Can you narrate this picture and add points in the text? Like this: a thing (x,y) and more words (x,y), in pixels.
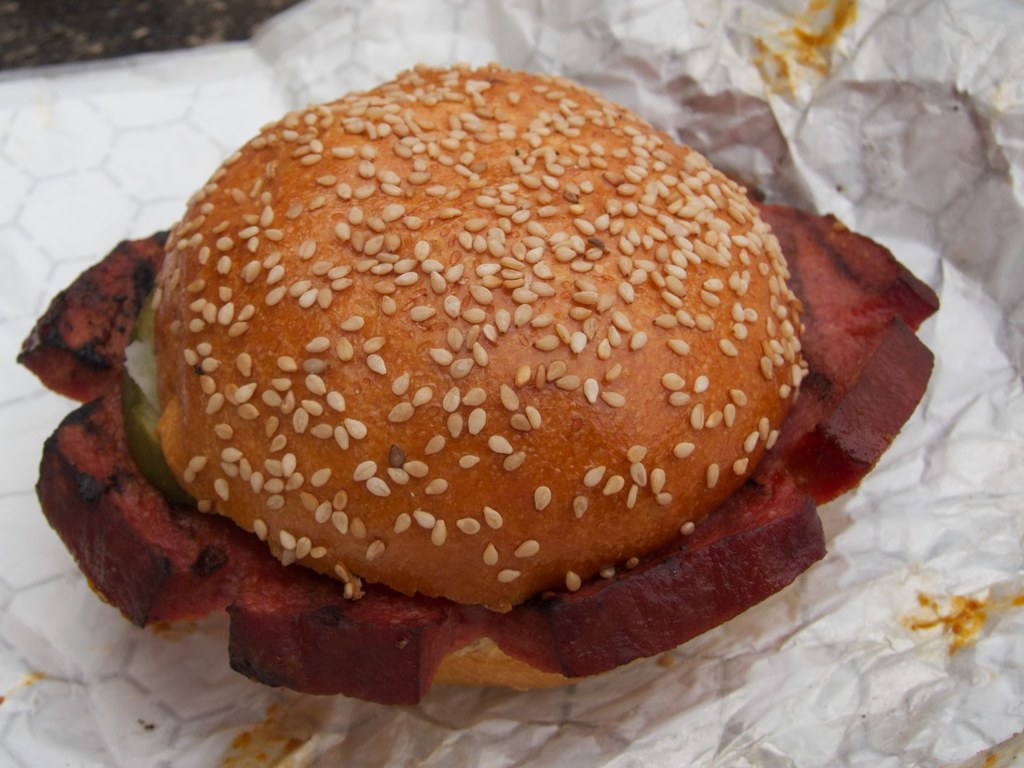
In the image it seems like a burger (455,449) kept on a paper (927,540).
